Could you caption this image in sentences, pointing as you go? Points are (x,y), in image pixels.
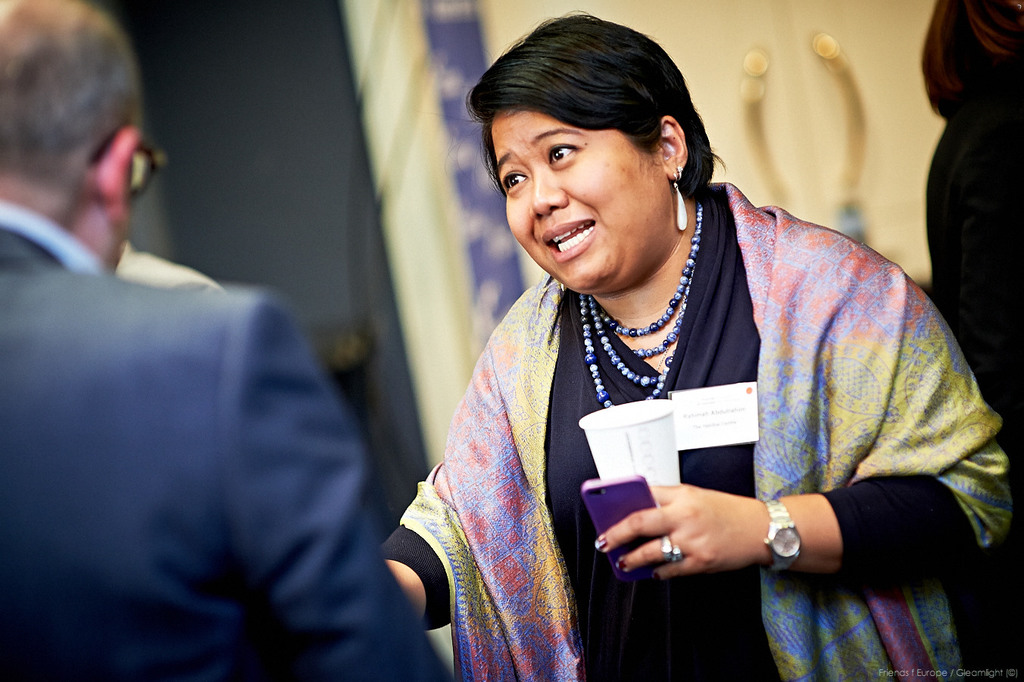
In this image I can see two person (364,526). The person (850,525) in front (881,500) wearing black color dress (709,345) and holding a glass (603,469) and a mobile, in front (234,428) I can see the other person (209,425) wearing blue color blazer (252,433) and I can see cream and gray color background (700,1).
